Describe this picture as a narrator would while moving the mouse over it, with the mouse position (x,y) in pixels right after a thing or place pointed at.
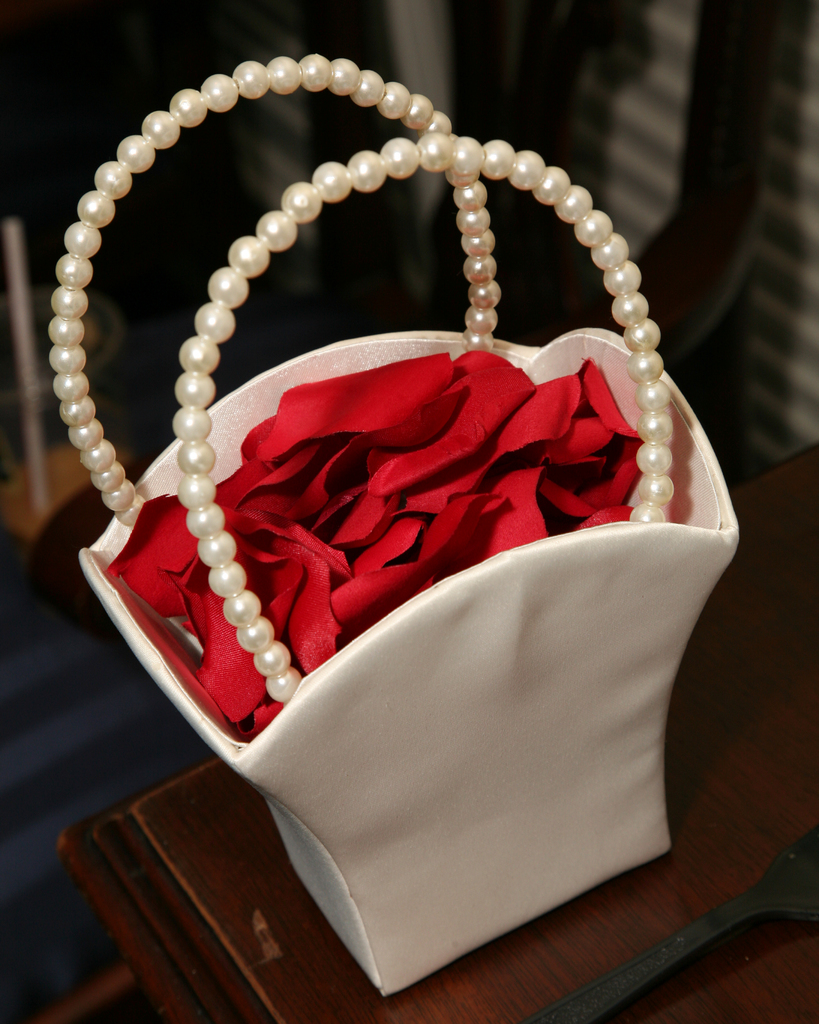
In this image, There is a table (715,729) which is in brown color on that table (280,843) there is a white color bag (592,693), In that bag (681,611) there are some red color clothes (371,530).
